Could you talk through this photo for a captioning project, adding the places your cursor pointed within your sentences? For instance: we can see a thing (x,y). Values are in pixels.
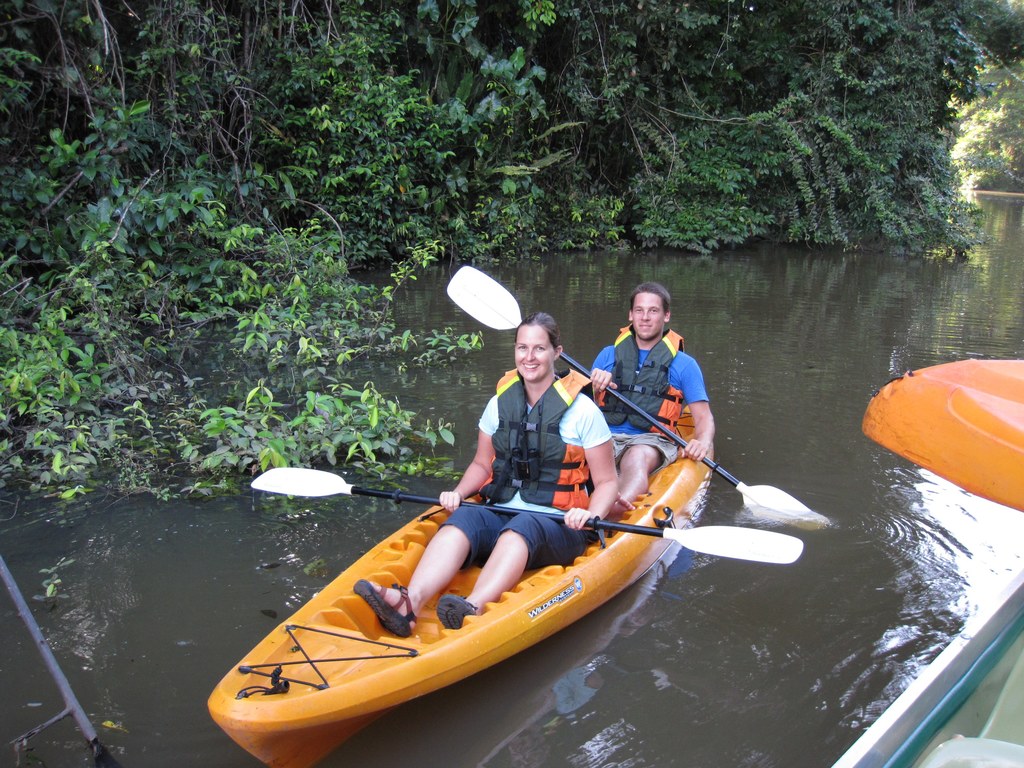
In this picture we can see two people (562,426) sitting on a boat (318,725) and holding paddles (512,316) in their hands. This boat (377,555) is in water (414,729). We can see a stand (14,597) on the left side (31,608). There are some trees (1008,71) in the background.
